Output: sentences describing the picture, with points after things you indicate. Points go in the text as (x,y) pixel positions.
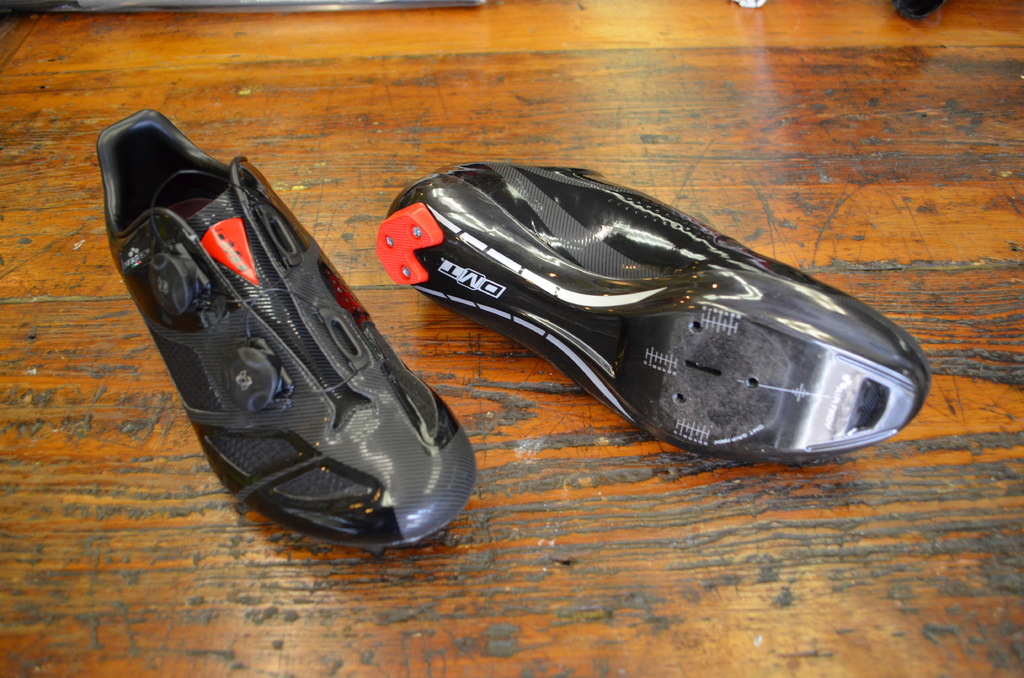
In this image on the wooden surface (804,27) there are two black color shoes (331,303).
